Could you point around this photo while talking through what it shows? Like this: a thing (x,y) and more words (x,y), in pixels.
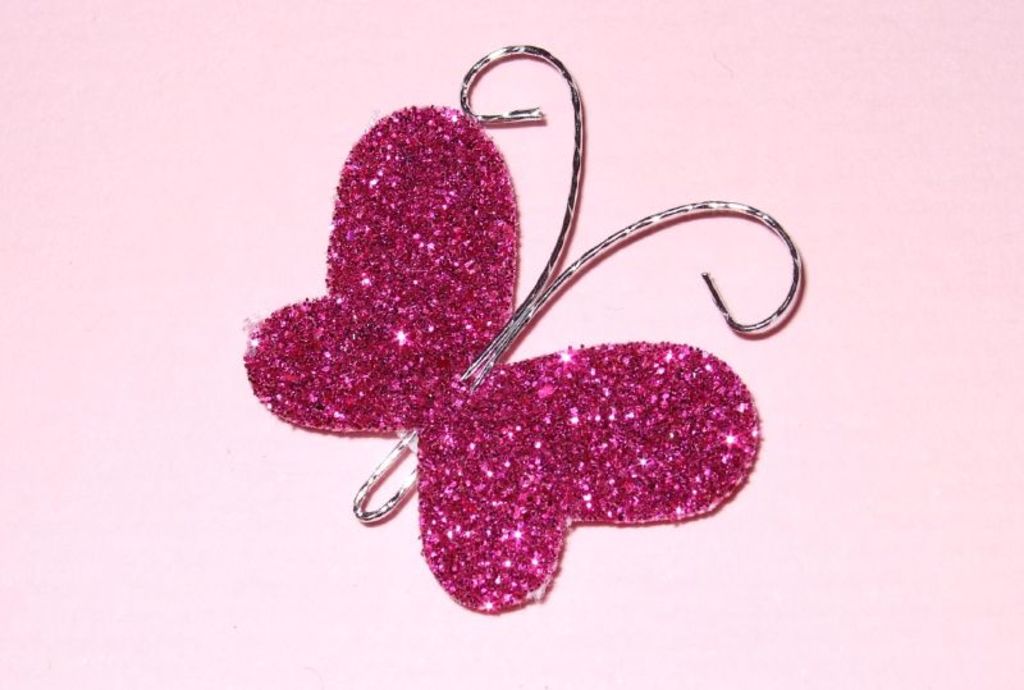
In this image we can see butterfly shaped pink color pin (511,367).
